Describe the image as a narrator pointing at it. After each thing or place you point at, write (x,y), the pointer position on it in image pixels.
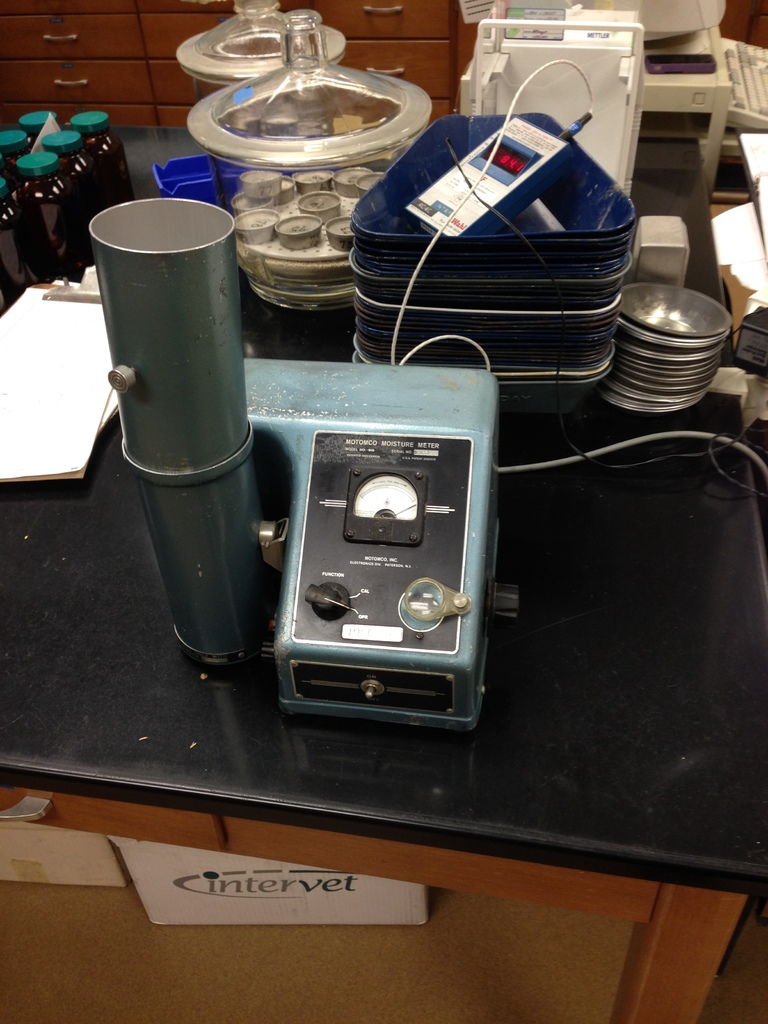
This image consists of some machinery (426,518). There is a pad (60,398) and paper (51,381) on the left side (20,353). There are bottles (55,185) on the left side (76,230). There are some bowls (686,316) in the middle (472,361). There is a cupboard (673,969) in the bottom (57,801). There is keyboard (745,112) on the top right corner (746,66).
